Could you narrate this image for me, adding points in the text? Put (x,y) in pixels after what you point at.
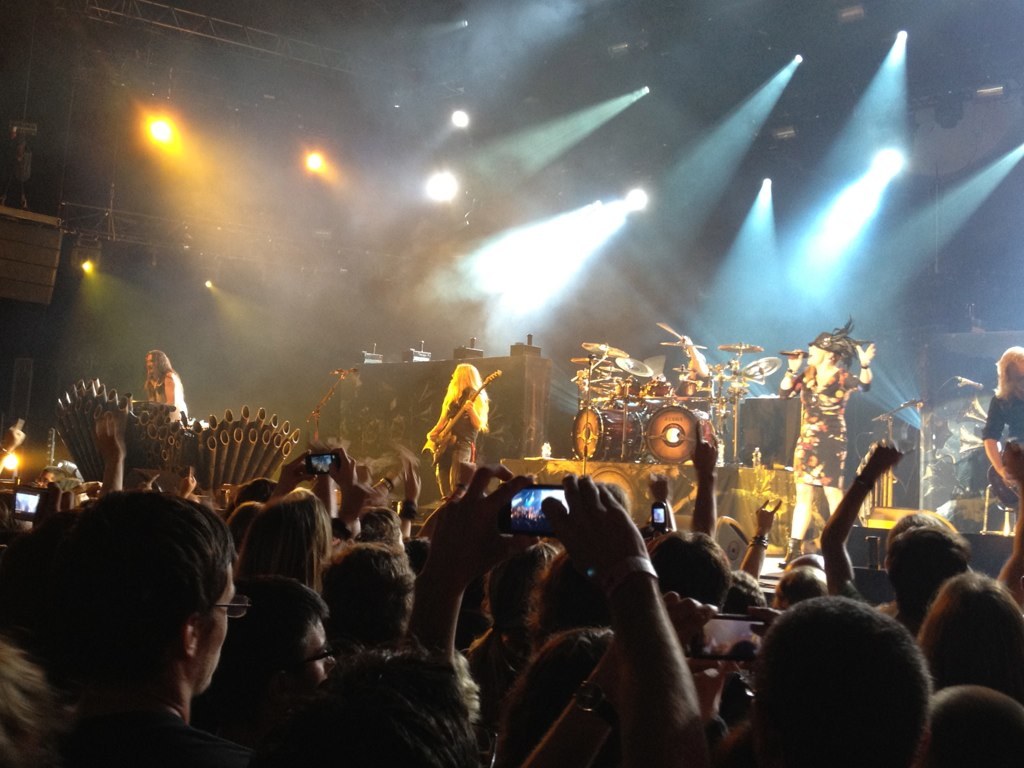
In the image there are people (485,409) singing and playing music instruments (628,429) on stage (537,396). on to ceiling (768,131) there are many lights (872,173), in front (580,519) many audience (563,526) capturing on phones (512,512).
